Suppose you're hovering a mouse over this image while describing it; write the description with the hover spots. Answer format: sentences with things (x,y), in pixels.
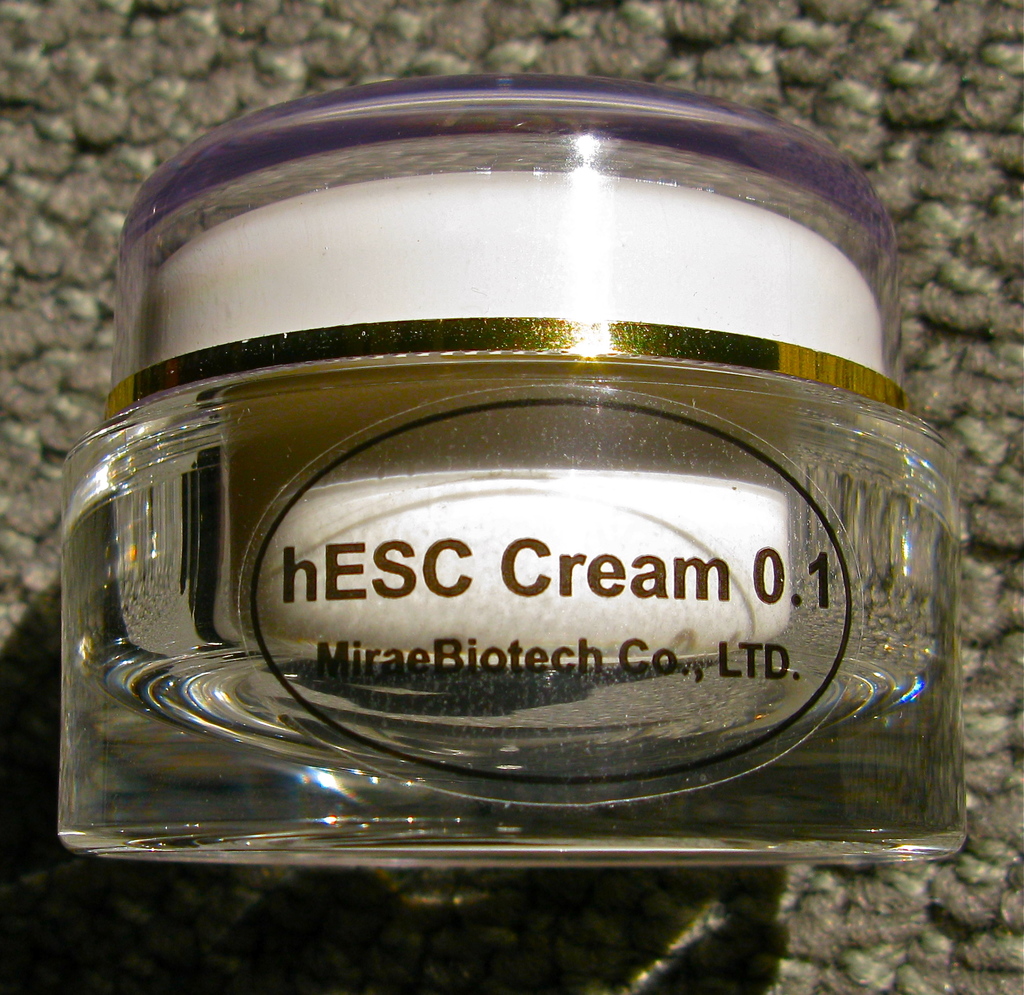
In this picture there is a glass object (447,539) and there is text (773,597) on the glass (481,614). At the bottom (817,922) it looks like a mat (947,891).
